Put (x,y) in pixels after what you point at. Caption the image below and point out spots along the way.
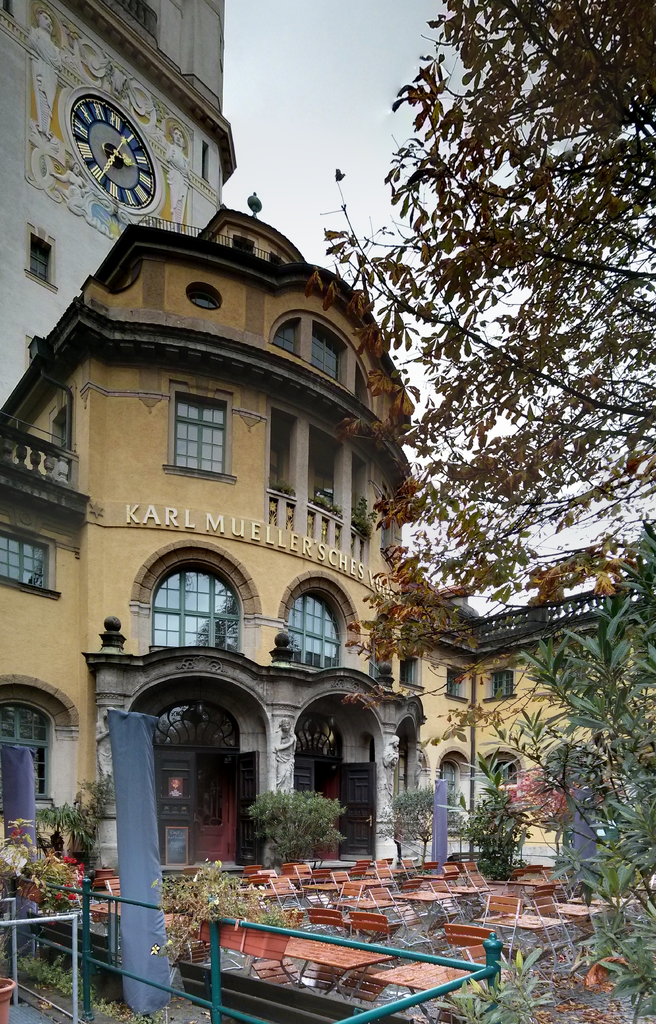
In this image, we can see a building (231,726) and some plants (285,848). There is a branch (587,464) on the right side of the image (576,480). There is a clock (113,160) on the wall (75,203). There is a sky (303,49) at the top of the image (325,195).
